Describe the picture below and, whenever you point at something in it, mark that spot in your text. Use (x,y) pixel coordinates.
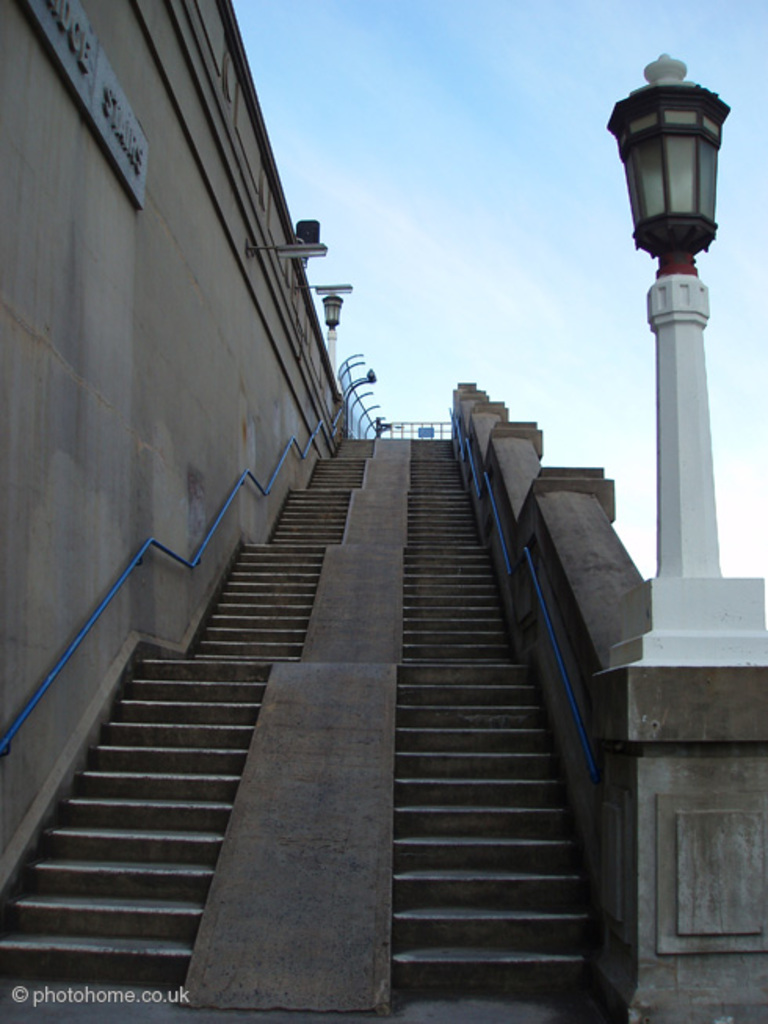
In this picture I can see stairs (203,677), there are lights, there is a board (108,132) on the wall (209,155), and in the background (432,218) there is the sky (464,216) and there is a watermark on the image.
